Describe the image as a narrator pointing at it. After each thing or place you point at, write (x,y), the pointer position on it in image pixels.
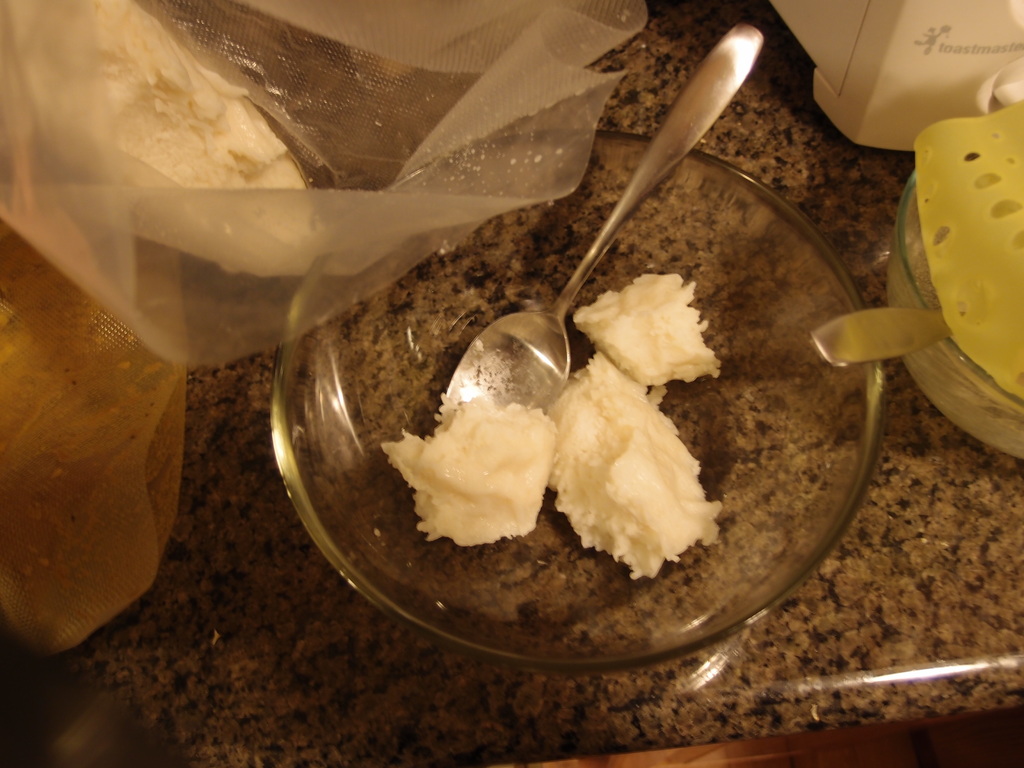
In the image there is a bowl (678,245) with a spoon (490,368) and cream (472,412) in it. On the right side of the image (897,284) there is a bowl (998,407) with a spoon (917,333) and an object (1012,257) in it. On the left side of the image (156,294) there are covers (165,339). In the top right corner of the image (915,46) there is an object (953,63) with text (985,46) on it.
